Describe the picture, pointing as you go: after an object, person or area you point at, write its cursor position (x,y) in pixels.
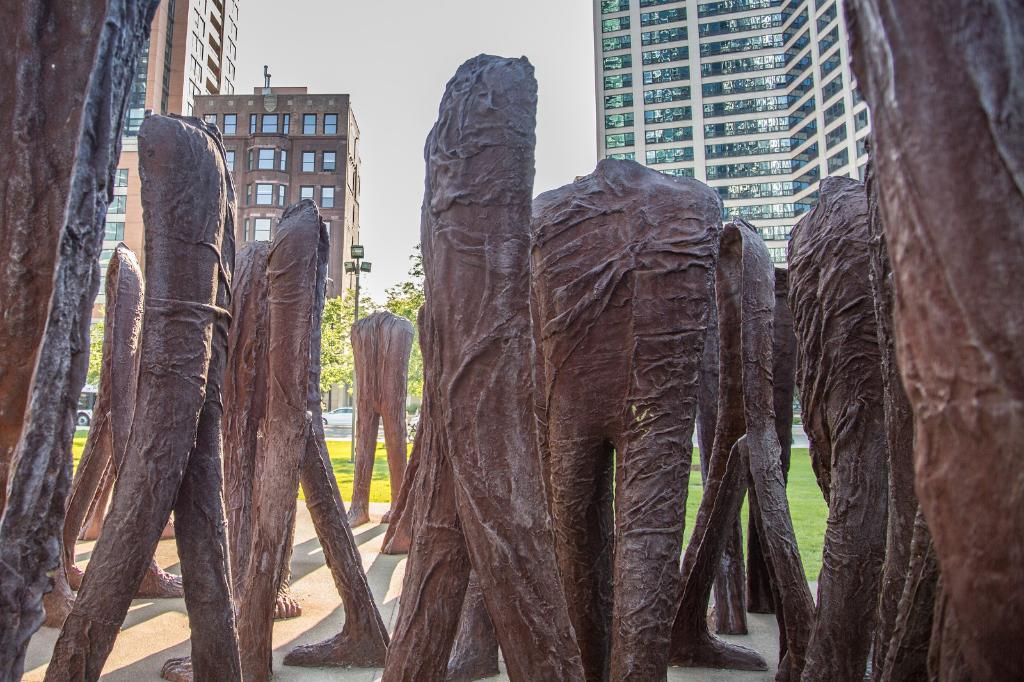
In this picture I can see the statues (478,240) which are kept on the park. In the background (687,160) I can see trees (323,326), street light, building (781,166) and cars (339,419). At the top (462,27) I can see the sky (422,19) and clouds (386,76).
